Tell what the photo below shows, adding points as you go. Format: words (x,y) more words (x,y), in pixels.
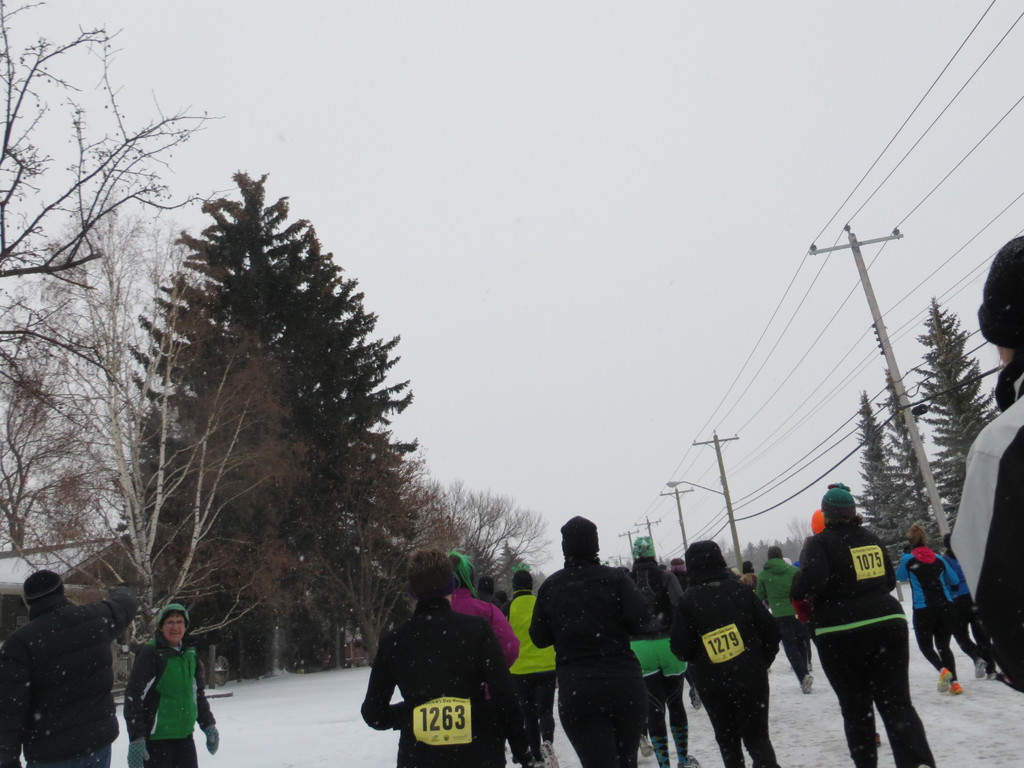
In the image we can see there are people (571,607) wearing clothes (169,648), caps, gloves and shoes (554,752). Here we can see snow (314,732), trees (892,483), electric poles (869,283) and electric wires (856,345) and the sky (395,216).
